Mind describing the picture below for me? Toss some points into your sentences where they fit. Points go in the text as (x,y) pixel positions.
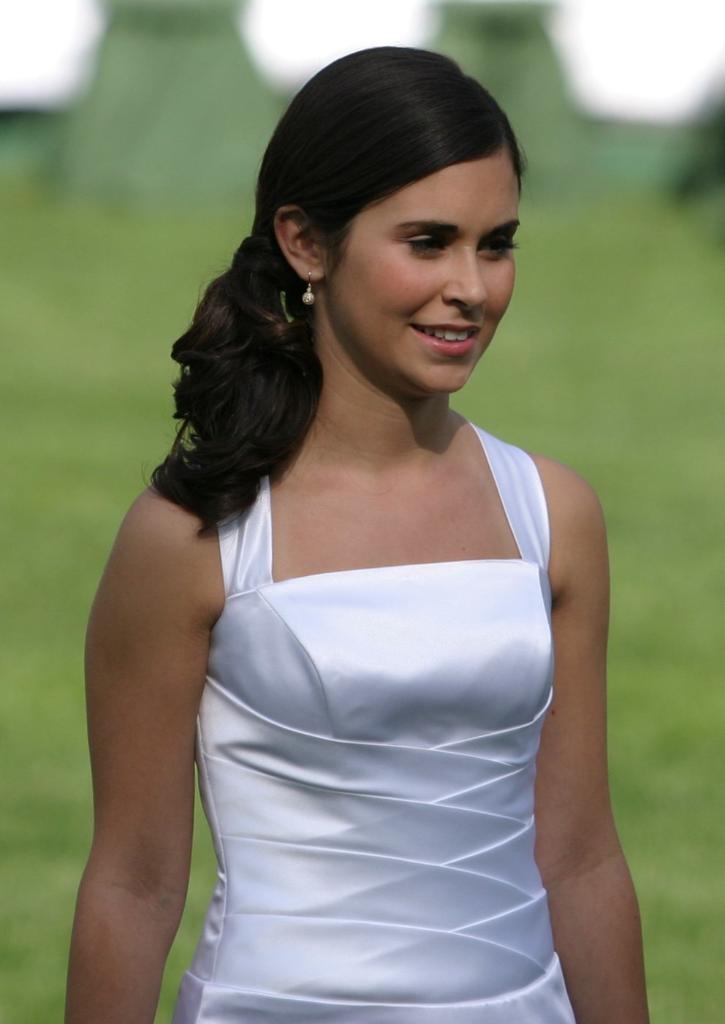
In this image we can see a woman (492,296) and she is smiling. There is a green color background (690,827).
